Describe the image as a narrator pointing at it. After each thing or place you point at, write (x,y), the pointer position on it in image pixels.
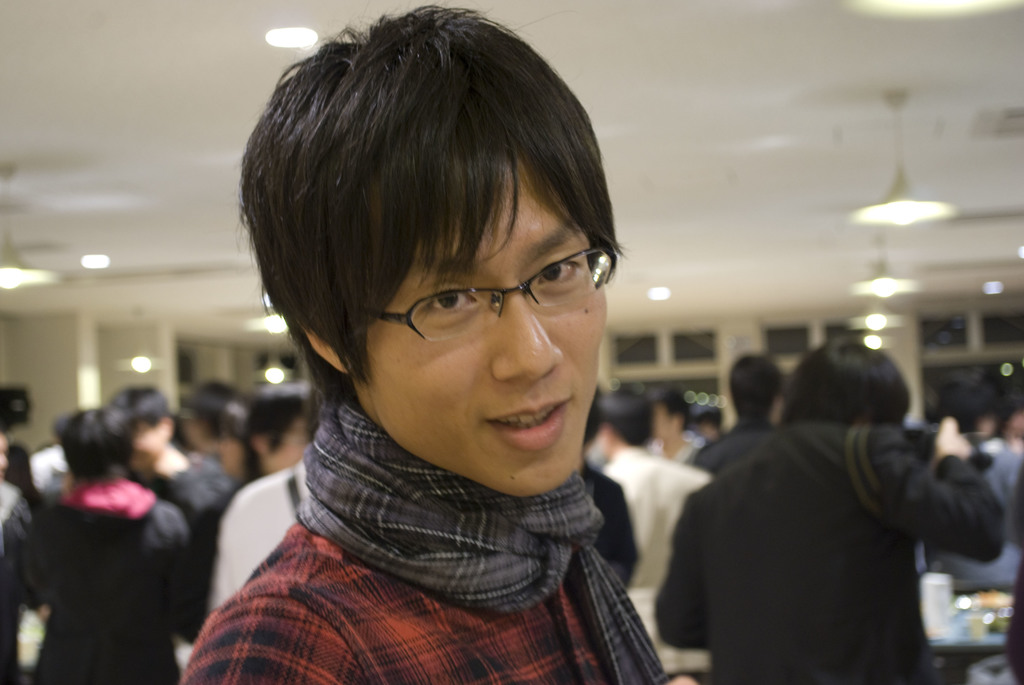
In this picture there is a man (398,287) in the center of the image (363,408) and there are other people (90,504) behind him, there are lamps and windows (1018,365) in the background area of the image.
